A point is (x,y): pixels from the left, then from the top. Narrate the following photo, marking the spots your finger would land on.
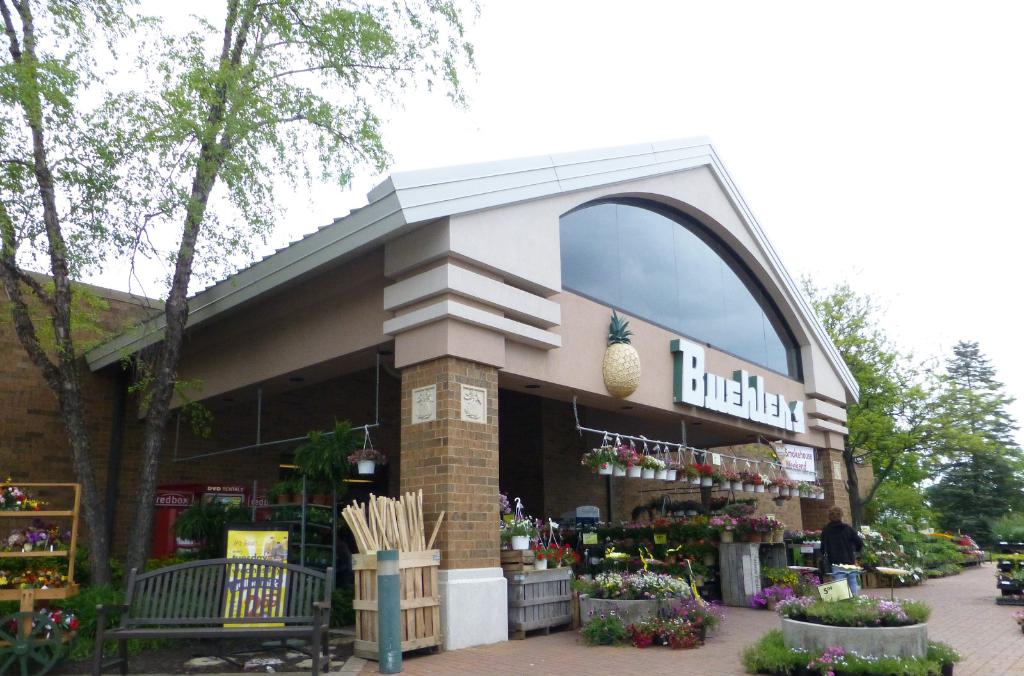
In this image in the front (658,583) there are flowers (694,610) and plants (834,662) and there is an empty bench (255,632), there is a person (837,542) walking. In the background (986,506) there are trees (885,477), plants (25,560), flowers (537,553), wooden objects (387,542), there is a board (273,554) with some text (753,400) written on it, there is a house (370,403) and there is a wooden stand (7,554) and in the stand (9,514) there are objects (19,539) and the sky (694,94) is cloudy.
